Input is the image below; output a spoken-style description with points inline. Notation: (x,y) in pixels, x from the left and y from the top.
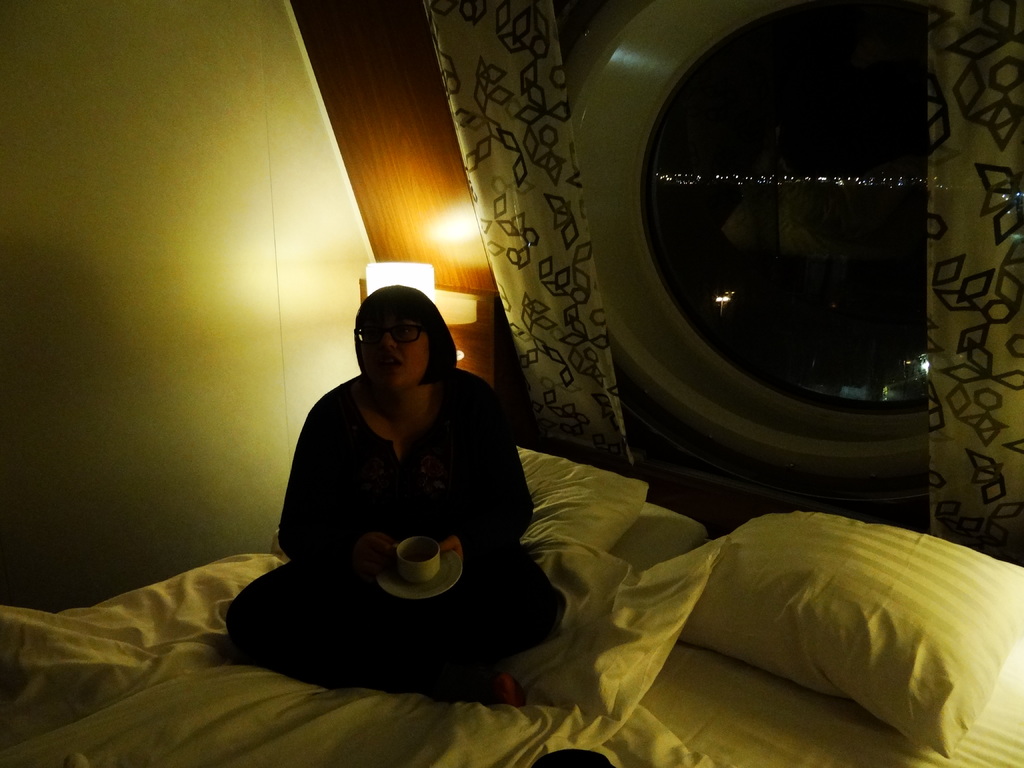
A woman (380,313) is sitting on a bed (542,698). She is holding a cup (401,557) and saucer (400,582) in her hand (387,557). There is a lamp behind her. Two curtains (546,393) are hanging at the window (684,241).
